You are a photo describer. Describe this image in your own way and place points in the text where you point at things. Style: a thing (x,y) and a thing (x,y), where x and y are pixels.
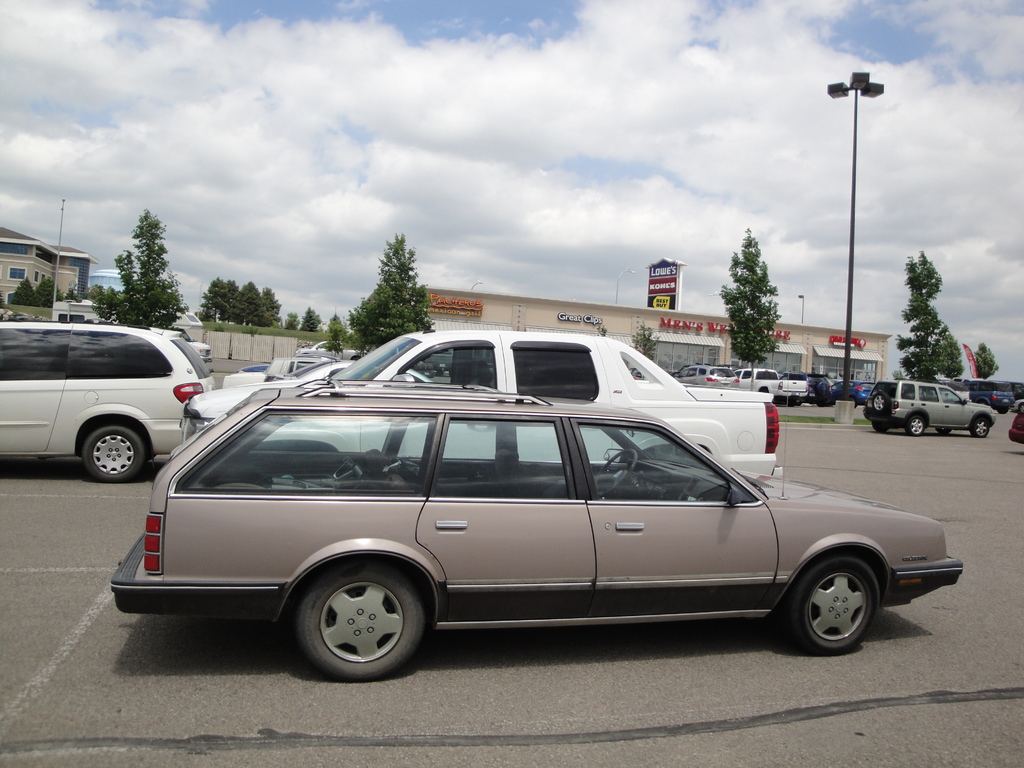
In the center of the image (449,416) there is a car (571,577) on the road (519,679). In the background (54,362) we can see cars (594,363), light pole (852,293), trees (154,286), buildings (34,269), sky (461,93) and clouds (439,115).
